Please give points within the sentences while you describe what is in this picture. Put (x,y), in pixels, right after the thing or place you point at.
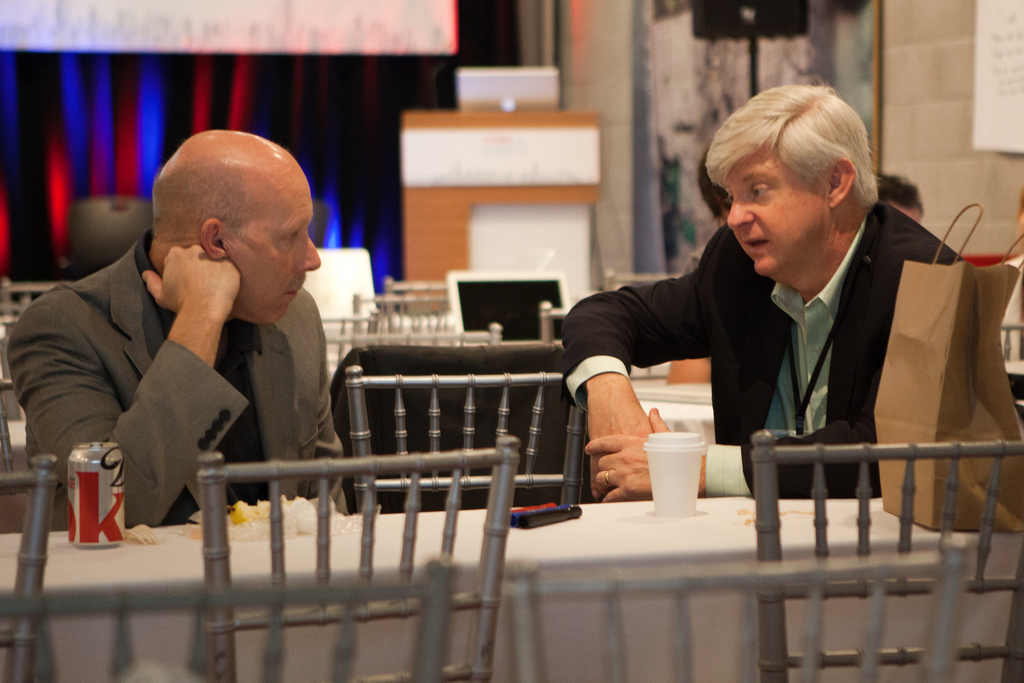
In the picture I can see two people (124,362) wearing coats (136,356) are sitting on the chairs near the table (709,551) where cups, tin (85,512), paper bag (961,425) and a few more objects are placed on the table (399,562). The background of the image (23,74) is slightly blurred, where we can see few more chairs (824,527), I can see the monitor (505,278), a podium (485,212) upon which laptop (548,84) is placed, I can see the curtains (57,173) and few more objects (852,61).
